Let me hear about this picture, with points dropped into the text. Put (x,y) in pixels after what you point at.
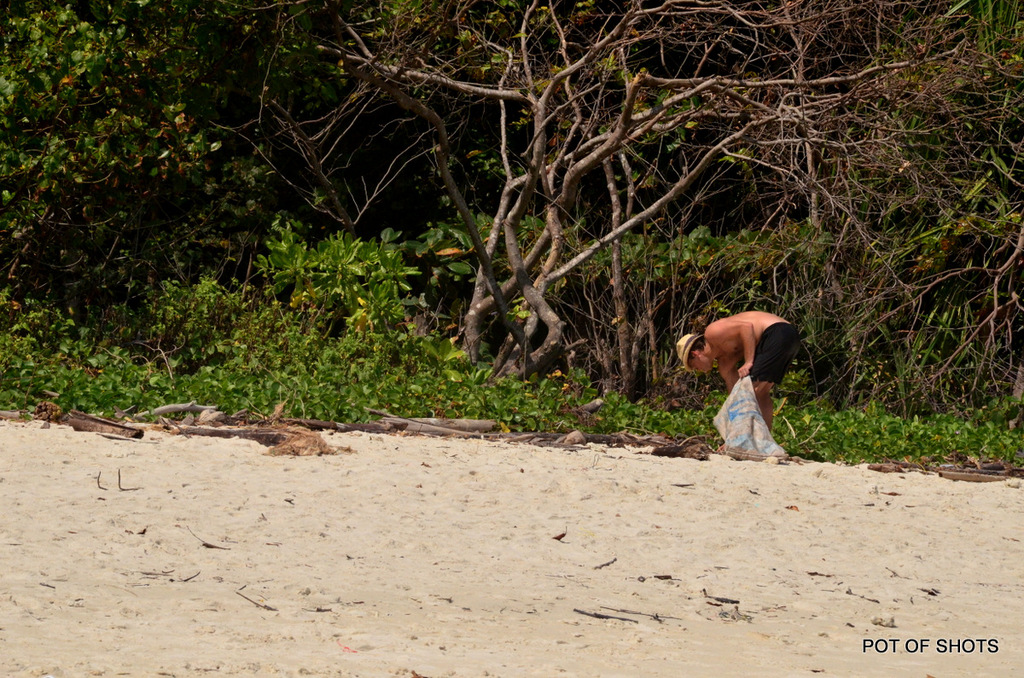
In the foreground of the picture (322,526) there are wooden logs (135,434) and sand (223,461). In the center of the picture (512,376) there are plants (472,378), trees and a person (739,335) holding a bag (742,420).
